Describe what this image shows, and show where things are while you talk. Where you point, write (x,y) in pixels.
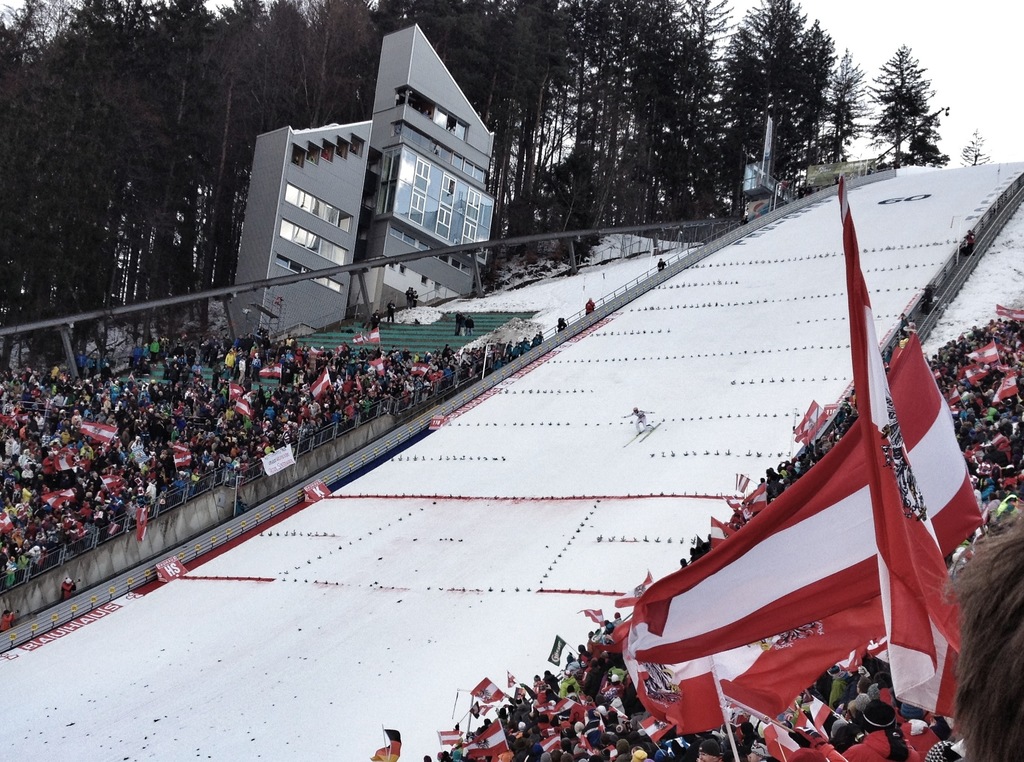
In this picture we can see crowd (996,745), flags (725,665), trees (508,20), building (383,269), and a banner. Here we can see a person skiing on the snow (643,475). In the background (1017,5) there is sky (927,21).
